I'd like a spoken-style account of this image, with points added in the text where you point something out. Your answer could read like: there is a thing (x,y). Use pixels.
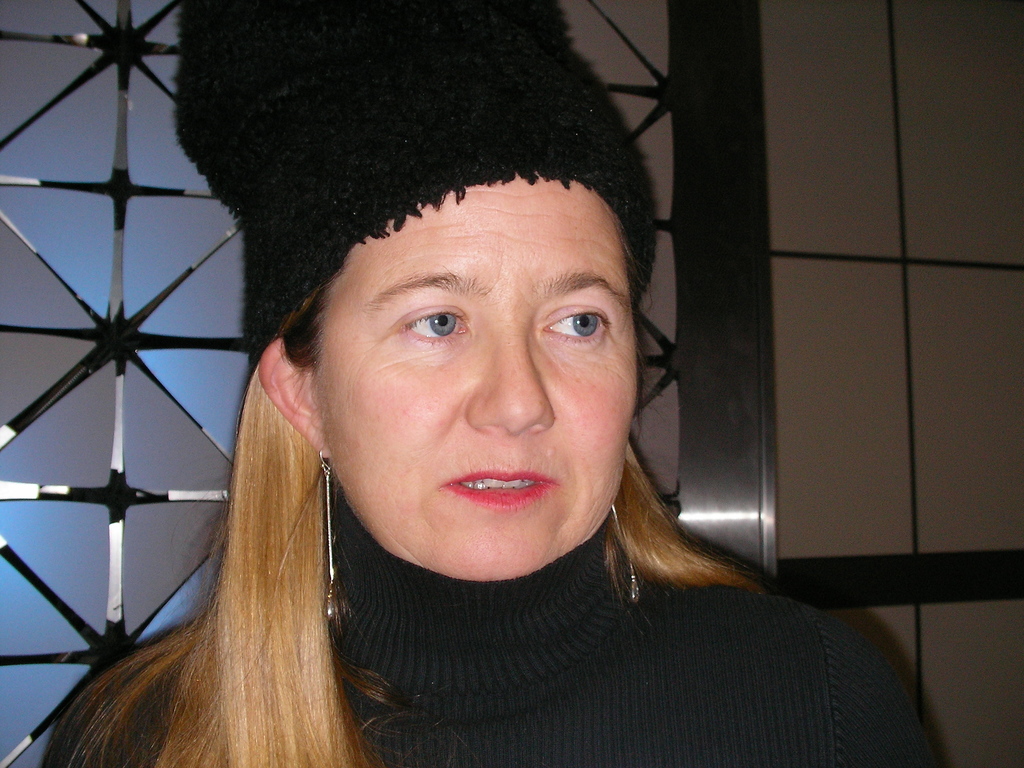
In this picture I can see a woman (420,483) in front (430,144), who is wearing black color dress (538,647) and I see a cap (357,106) on her which is of black in color.
